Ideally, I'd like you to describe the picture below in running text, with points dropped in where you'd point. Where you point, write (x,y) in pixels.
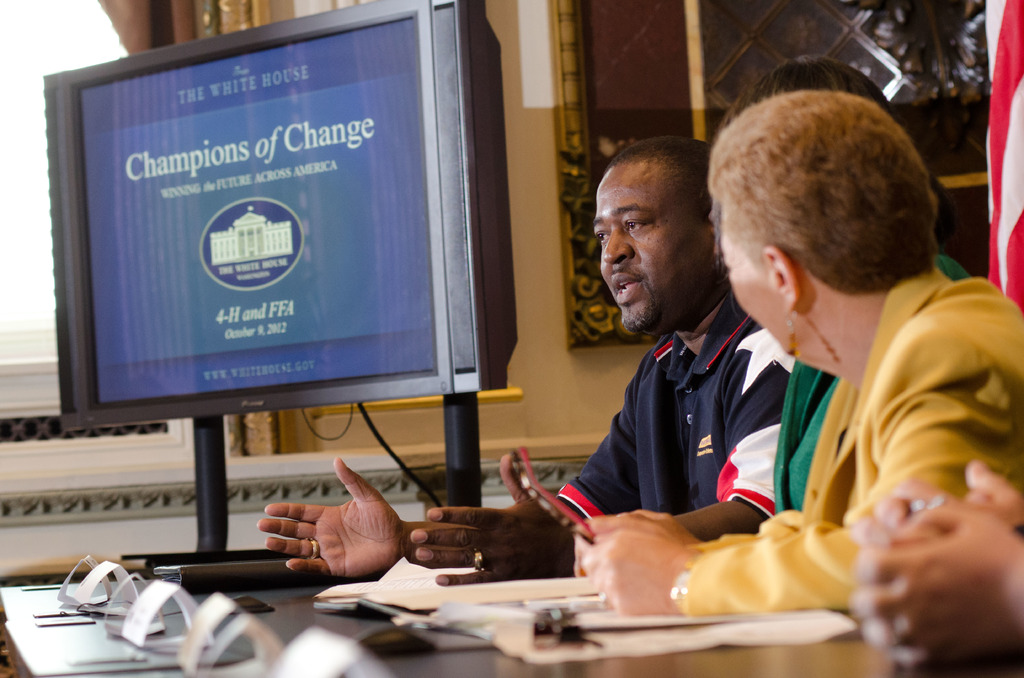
In this picture we can see a group of people (664,395) sitting. In front of the people (675,406) there is a table (456,667) and on the table (253,648) there are name plates (150,612), papers (458,616) and some objects (398,613). Behind the people (658,441), there is a flag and poles (219,442) with a television (358,238). Behind the television (345,258), it looks like a photo frame (576,107) on the wall (543,98).
